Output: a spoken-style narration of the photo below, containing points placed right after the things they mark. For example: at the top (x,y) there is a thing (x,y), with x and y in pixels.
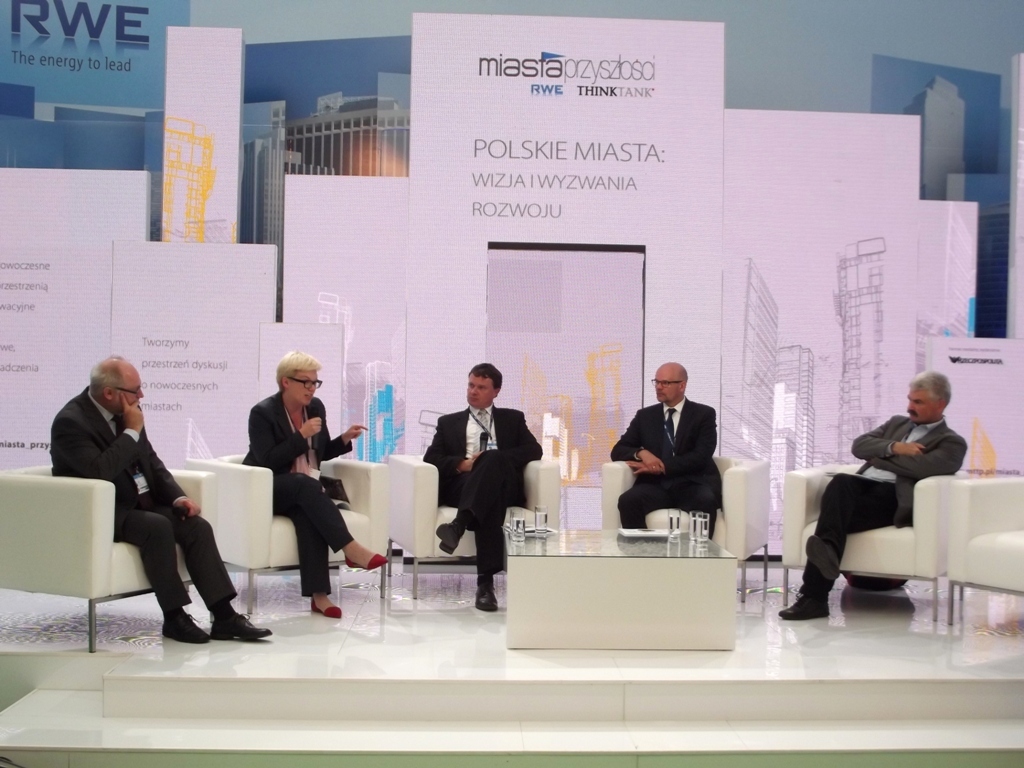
In this image i can see there are four men (630,517) and one woman (292,494) sitting on the chair (236,517) wearing a black color suit (502,423) and this man (879,454) is wearing a grey color suit (922,458). In front (692,542) these people (848,488) we have a glass table (546,566) with some few objects (547,531) on it.
